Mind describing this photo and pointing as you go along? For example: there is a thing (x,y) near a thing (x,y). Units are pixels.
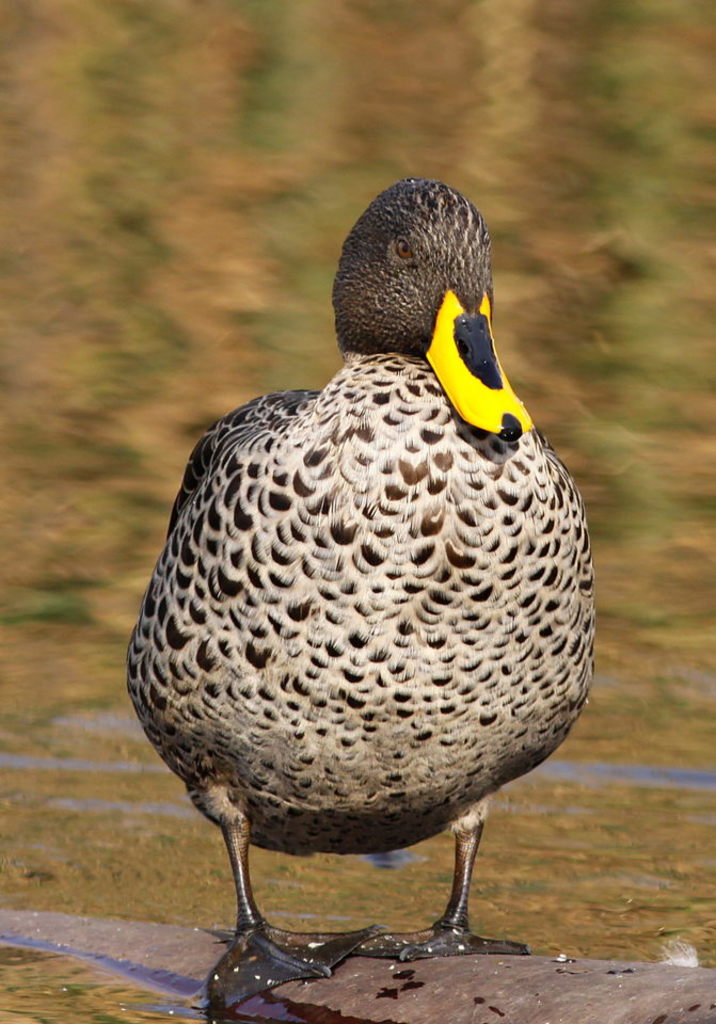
In this image I can see a duck (279,489) is standing in the front (459,298). I can see colour of this duck (360,644) is white and black. I can also see this image is blurry in the background (311,116).
